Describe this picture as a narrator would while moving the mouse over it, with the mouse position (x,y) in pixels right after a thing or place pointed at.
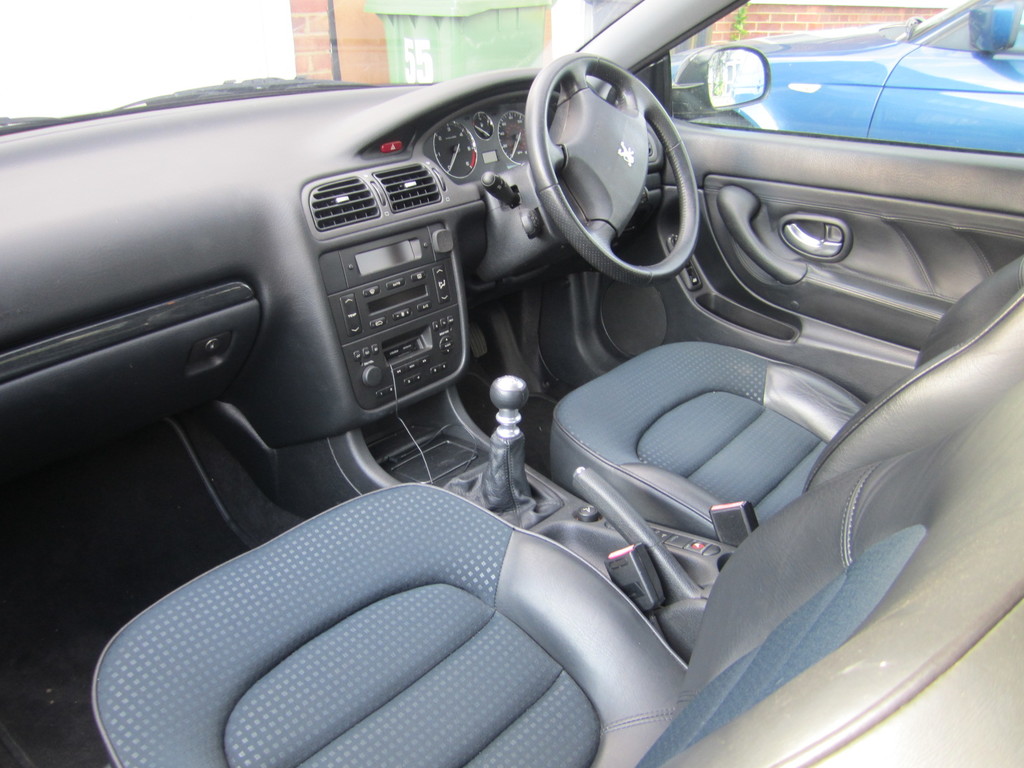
This image represents the interiors of the car (741,398) and there is an other car (886,88) outside.
